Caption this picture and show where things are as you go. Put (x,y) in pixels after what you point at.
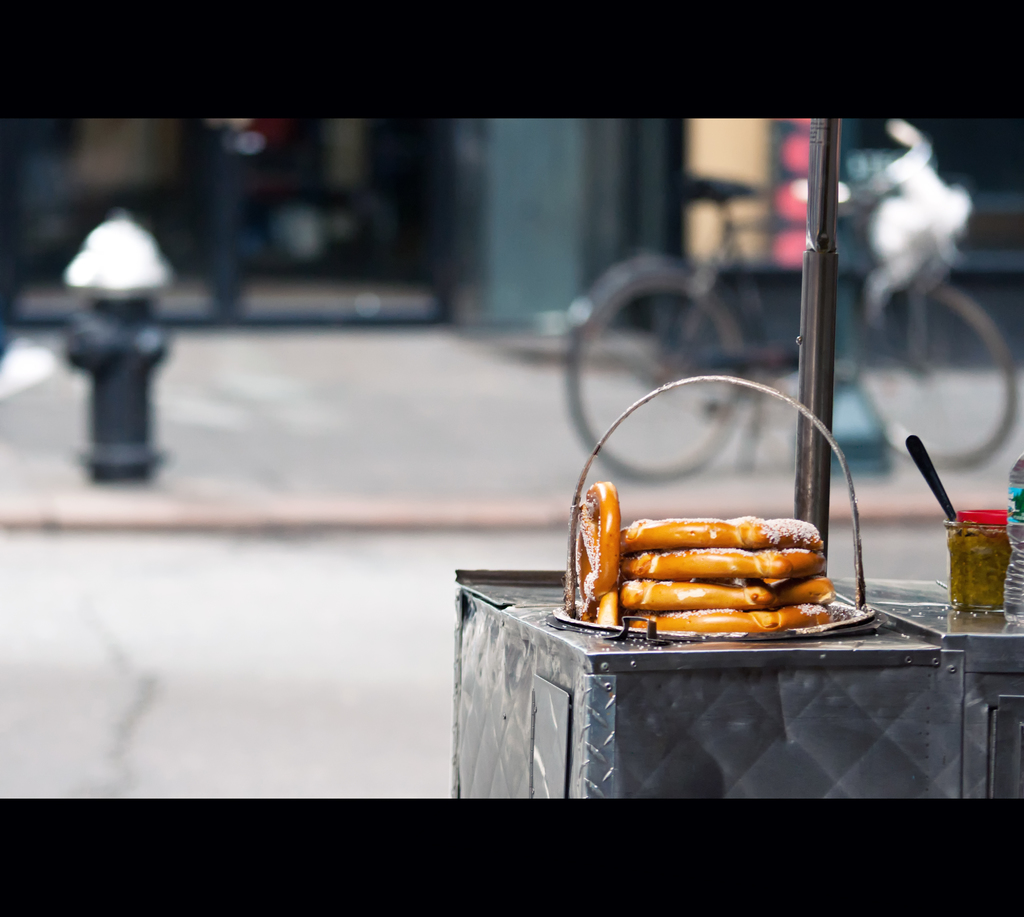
In this image I can see a metal box (713,732) which is grey in color and on it I can see few food items (740,584) which are brown in color. I can see a water bottle (1009,477) and few other objects (994,555). I can see the blurry background in which I can see the road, a bicycle (594,343), a fire hydrant (113,365) and few other objects (428,227).
